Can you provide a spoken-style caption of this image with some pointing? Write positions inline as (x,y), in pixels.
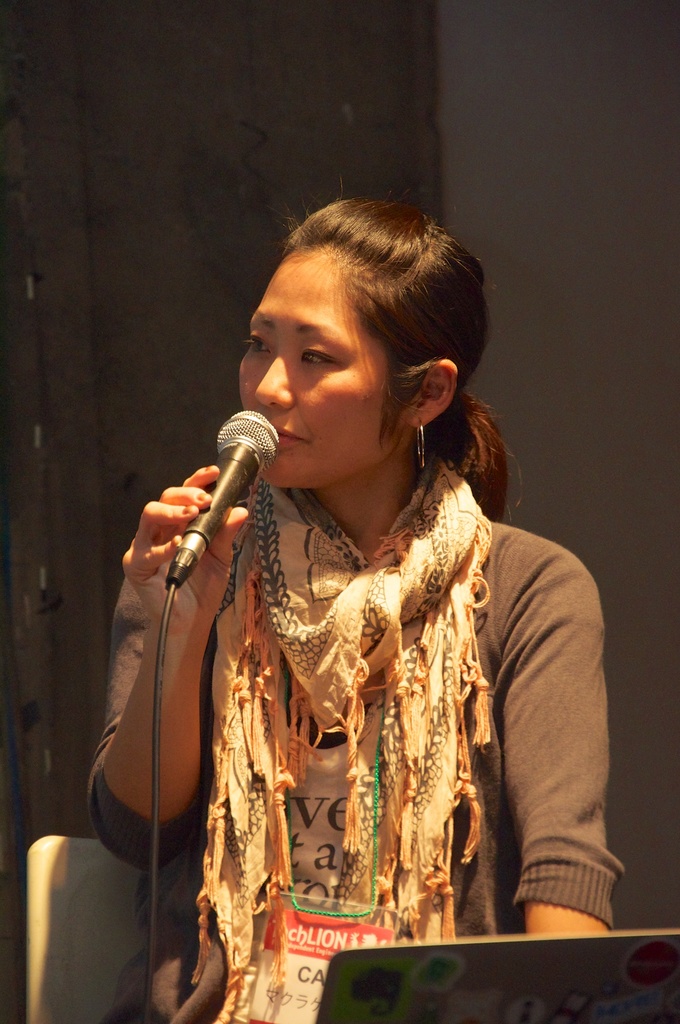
This is the picture of a woman (392,735), the woman (379,705) is holding a microphone (233,501). The woman (254,825) is sitting on a chair (122,885). background of this woman (341,752) is a wall (552,181). The woman (409,641) is wearing a scarf (344,666).
